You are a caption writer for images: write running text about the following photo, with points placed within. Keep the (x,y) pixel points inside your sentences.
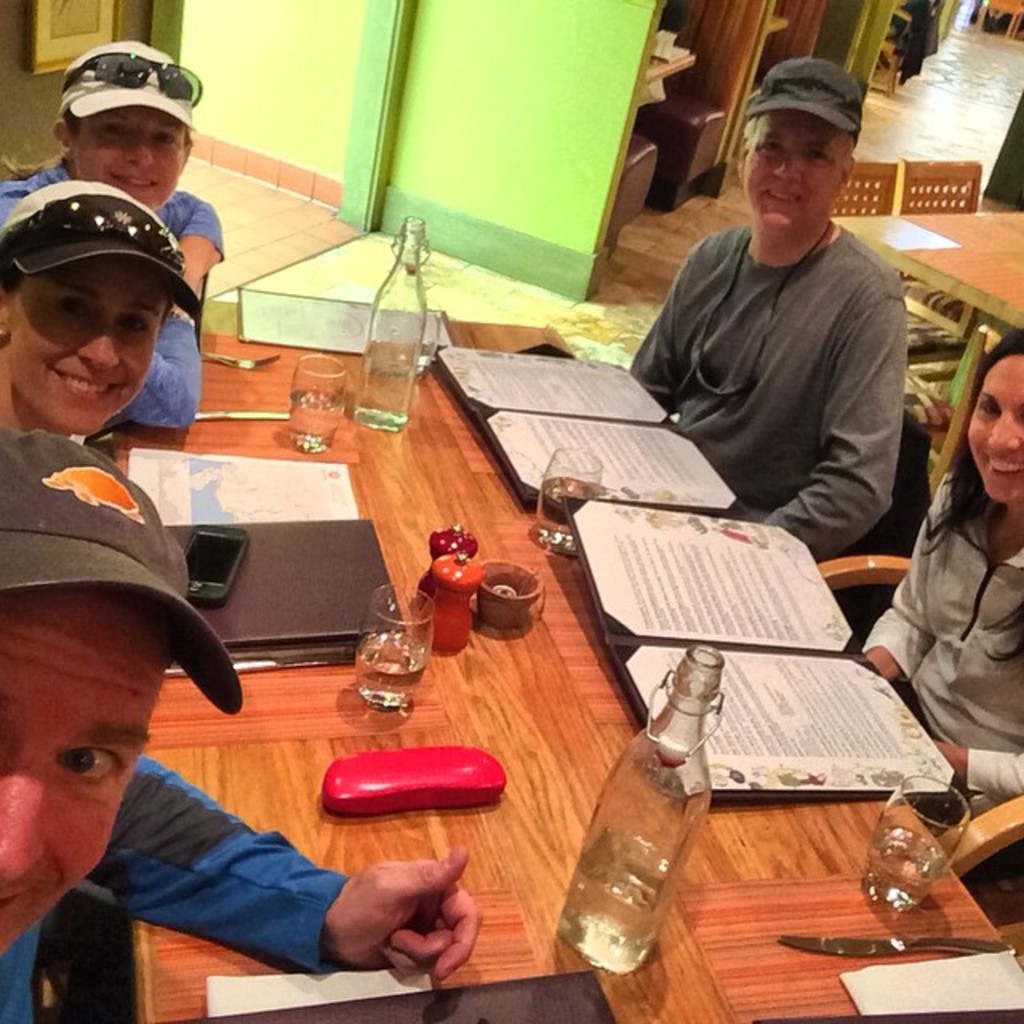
In this picture there is a man (858,100) who is wearing grey cap (834,117) and t-shirt (793,444). He is sitting on the chair (890,520), besides him there is a woman (983,774) who is sitting near to the table (558,646). On the left (204,264) there is a woman (120,251) who is wearing cap (67,249) and goggles (130,218). She is sitting near to the table (224,435). Beside her I can see the woman (193,271) and man (113,693). On the table (834,869) I can see the water bottles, water glasses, papers (645,517), box (338,770), salt and pepper mills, cup (494,577), mobile phone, knife (1005,947) and other objects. At the top (494,28) there is a green wall (428,31). In the top left corner (74,50) there is a frame (32,36) which is placed on the wall (12,63). On the top right corner (956,183) I can see the wooden racks (800,10).
